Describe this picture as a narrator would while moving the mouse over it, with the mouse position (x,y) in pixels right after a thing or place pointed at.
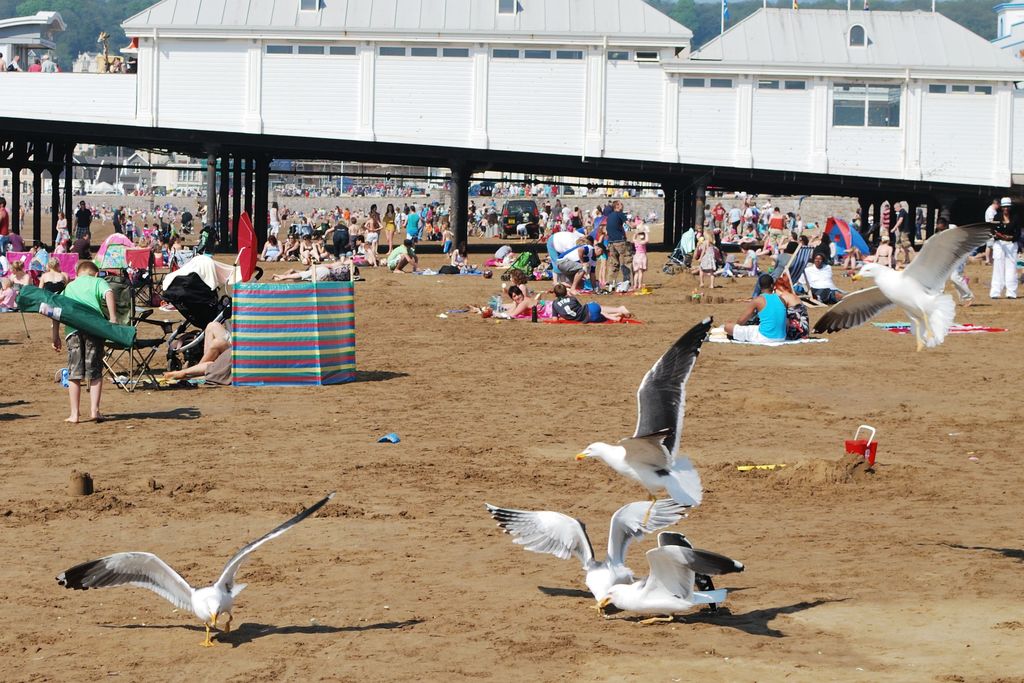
In this image I can see bridge (49,134) and top of bridge (467,229) I can see buildings (622,52), under the bridge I can see vehicles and persons (64,235) and I can see some birds (88,568) flying and standing on the ground (265,591) in the middle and I can see there some persons (216,331) lying and some persons (562,275) standing and top of bridge (59,106) I can see persons (16,66) and flags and trees (974,24) and I can see chairs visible in the middle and I can see a cloth fence (336,320) in the middle (355,324).
